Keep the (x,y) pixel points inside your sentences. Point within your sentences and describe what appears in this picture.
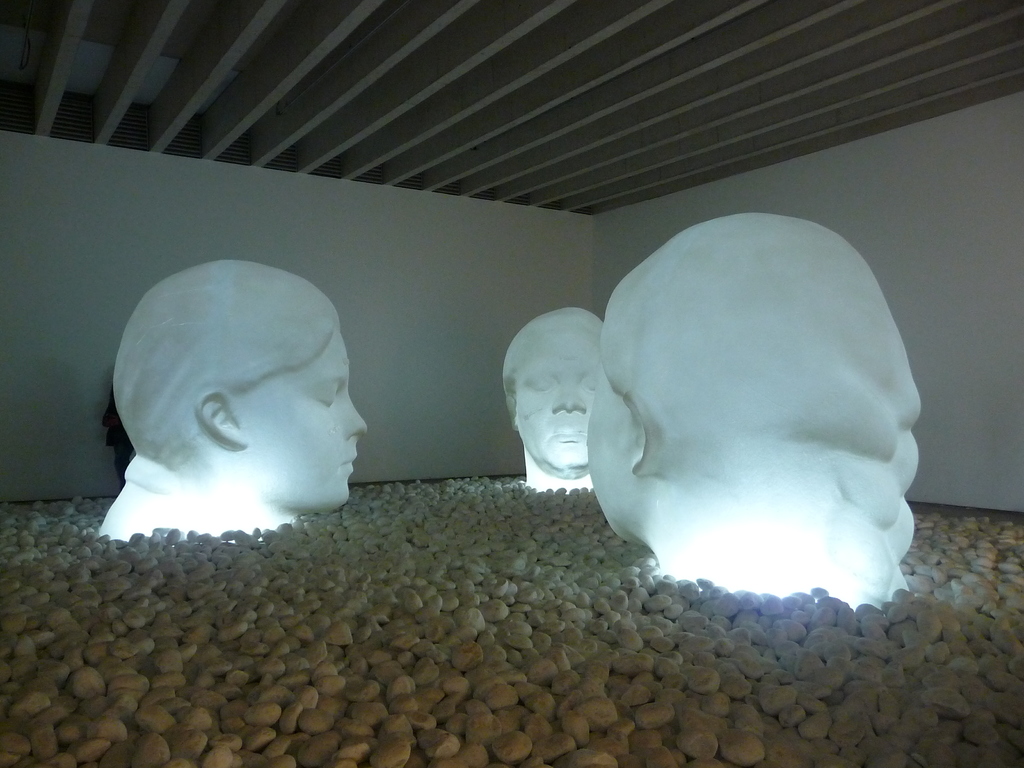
In this picture we can see there are sculptures heads (309,410) on the stones (364,564). At the top of the image (366,60), there is a ceiling (379,73).
